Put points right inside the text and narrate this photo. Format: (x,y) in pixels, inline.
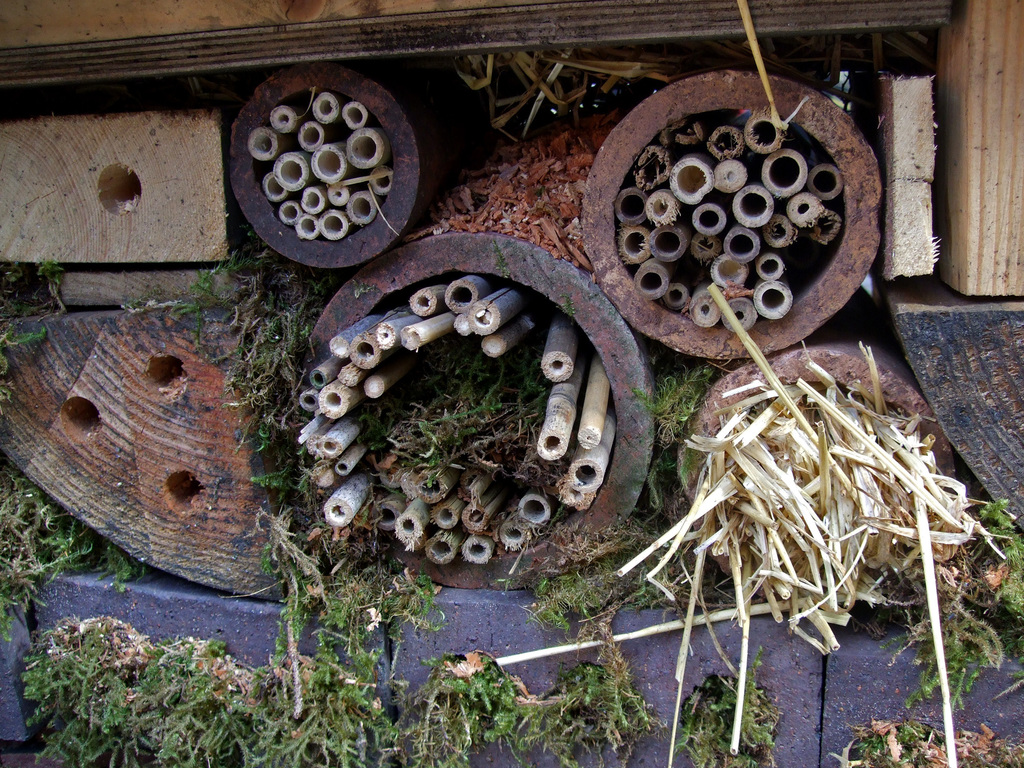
In this image I can see few wooden sticks (332,450) and grass (204,665) in green color.
